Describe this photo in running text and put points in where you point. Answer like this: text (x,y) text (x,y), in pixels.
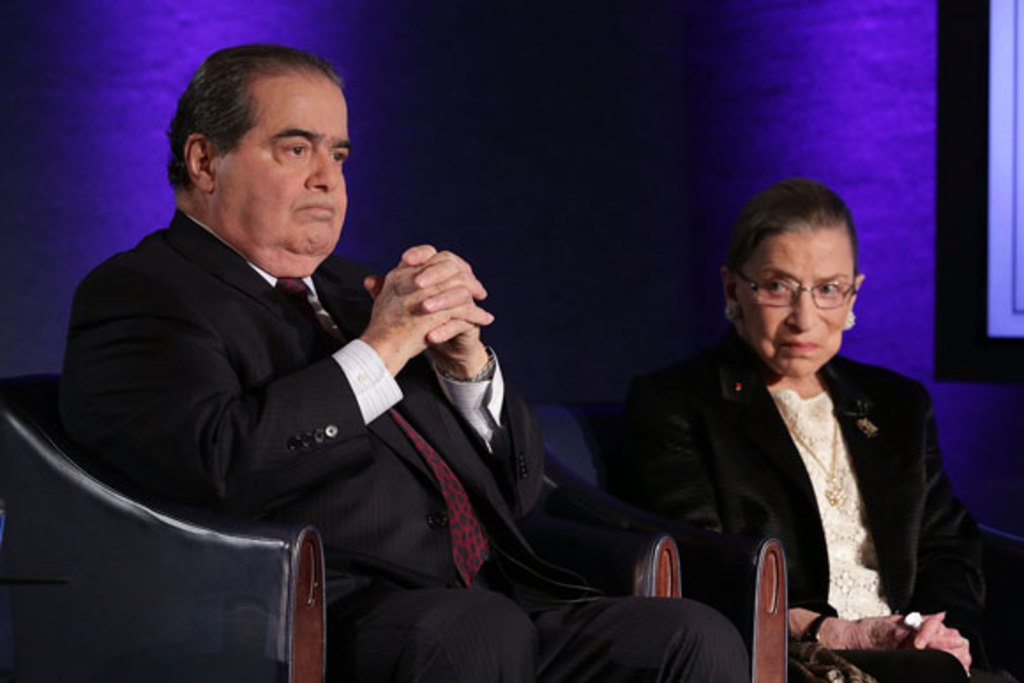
In this image there is a man (326,393) and a woman (826,506) sitting on chairs (616,430), in the background (832,6) it is in blue color.
